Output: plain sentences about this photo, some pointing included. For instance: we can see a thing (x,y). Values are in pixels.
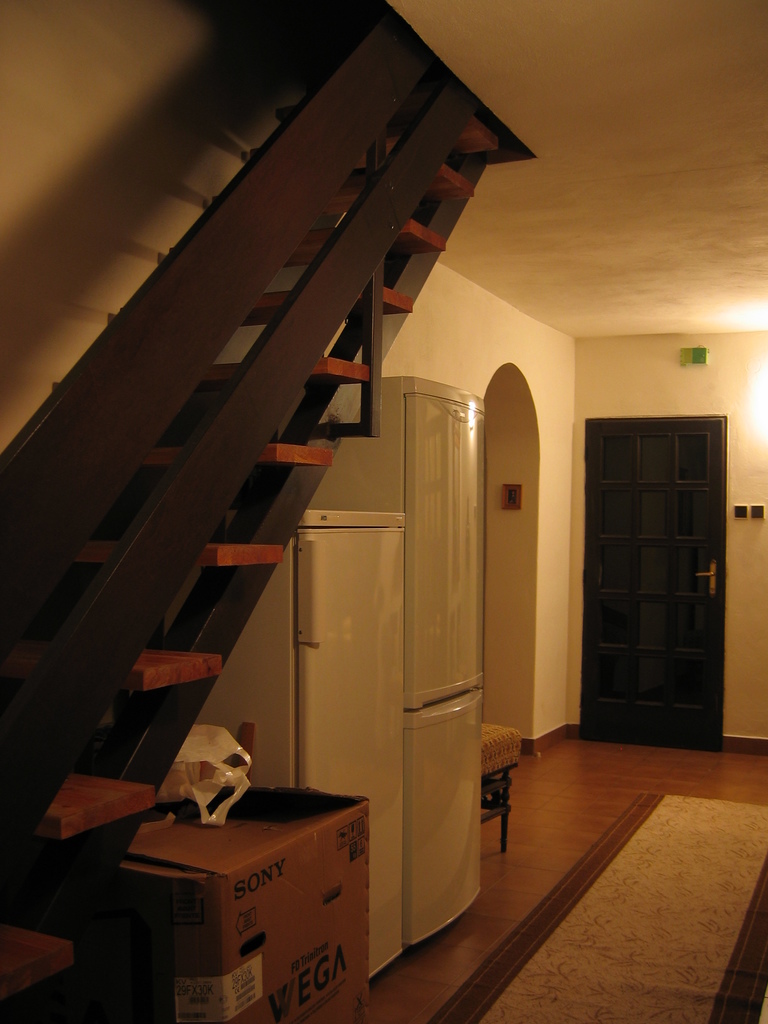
In the image there is a staircase (382,291) on the left side (208,454) with a refrigerator (319,558) below it and a door (660,711) on the right side (691,502) with a light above it, there is carpet (595,895) on the floor (561,795).
